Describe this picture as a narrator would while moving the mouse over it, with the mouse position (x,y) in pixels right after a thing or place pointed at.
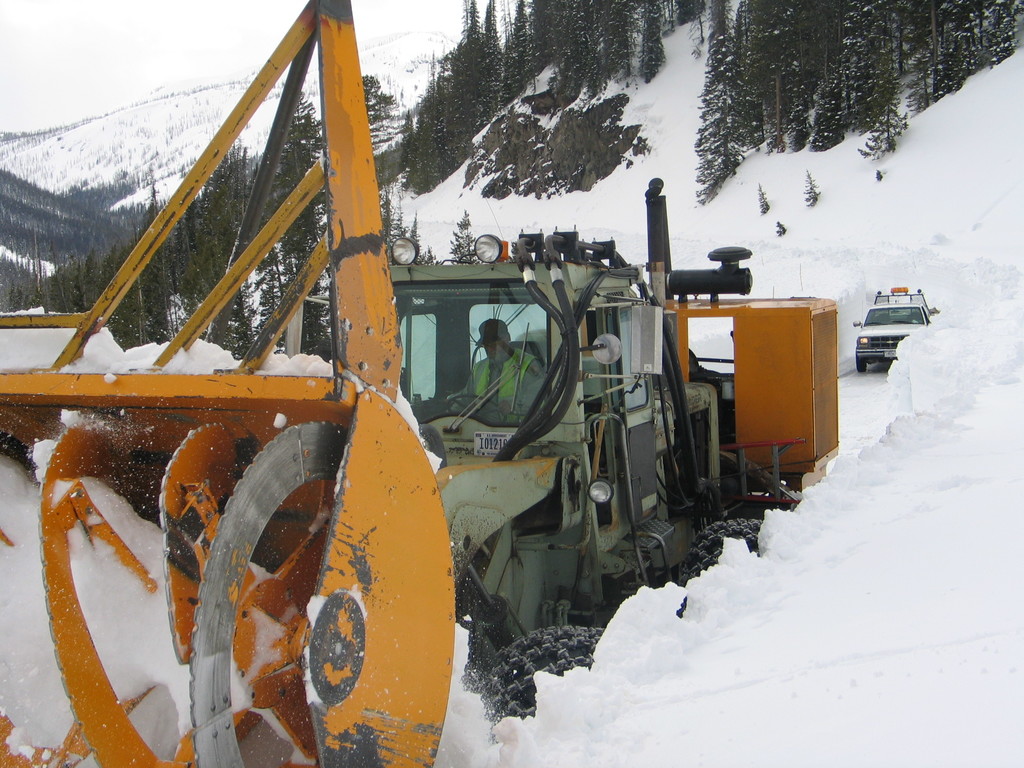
In this image I can see two vehicles (655,485) are on the snow (837,478). These vehicles (742,453) are in different color I can see one person (481,379) inside the vehicle (523,420). To the side of the vehicle (272,243) there are many trees (834,54) and the sky (76,71).
